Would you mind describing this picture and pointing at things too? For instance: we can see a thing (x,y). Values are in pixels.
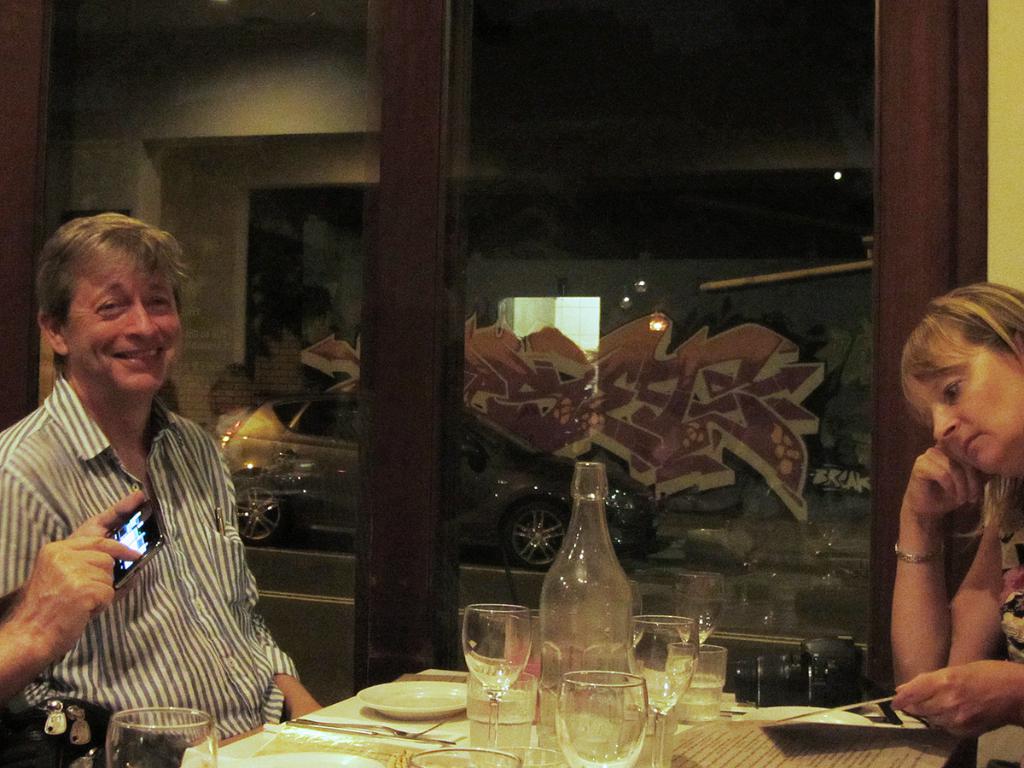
This picture is taken in a restaurant (420,428) where there are persons (100,635) sitting. The man (181,513) at the left side (128,318) is having smile on his face (108,324). In the center (586,511) on the table (675,724) there are glass (629,692), bottle (541,659), plate (448,687), tissues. At the right side (1007,607) woman (1007,607) is leaning on the table (454,724) and is holding a book (844,710) in her hand (970,698). In the background (516,150) there is a glass door (511,203) and a reflection (335,454) of the car (343,463) on the glass (328,490).
